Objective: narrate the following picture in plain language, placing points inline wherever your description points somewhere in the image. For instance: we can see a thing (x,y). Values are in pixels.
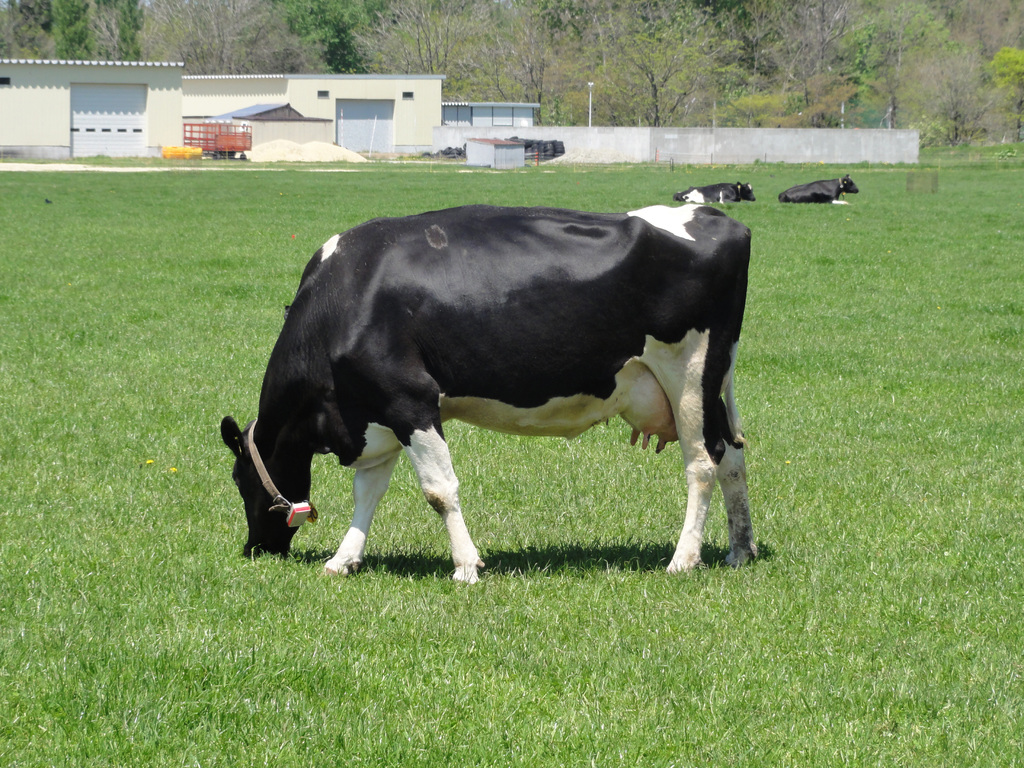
In this image we can see some cows (537,267) on the grass field (597,622). On the backside (21,146) we can see the shed (245,75) with shutters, the metal frame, a wall (867,157), some poles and a group of trees (578,53).
